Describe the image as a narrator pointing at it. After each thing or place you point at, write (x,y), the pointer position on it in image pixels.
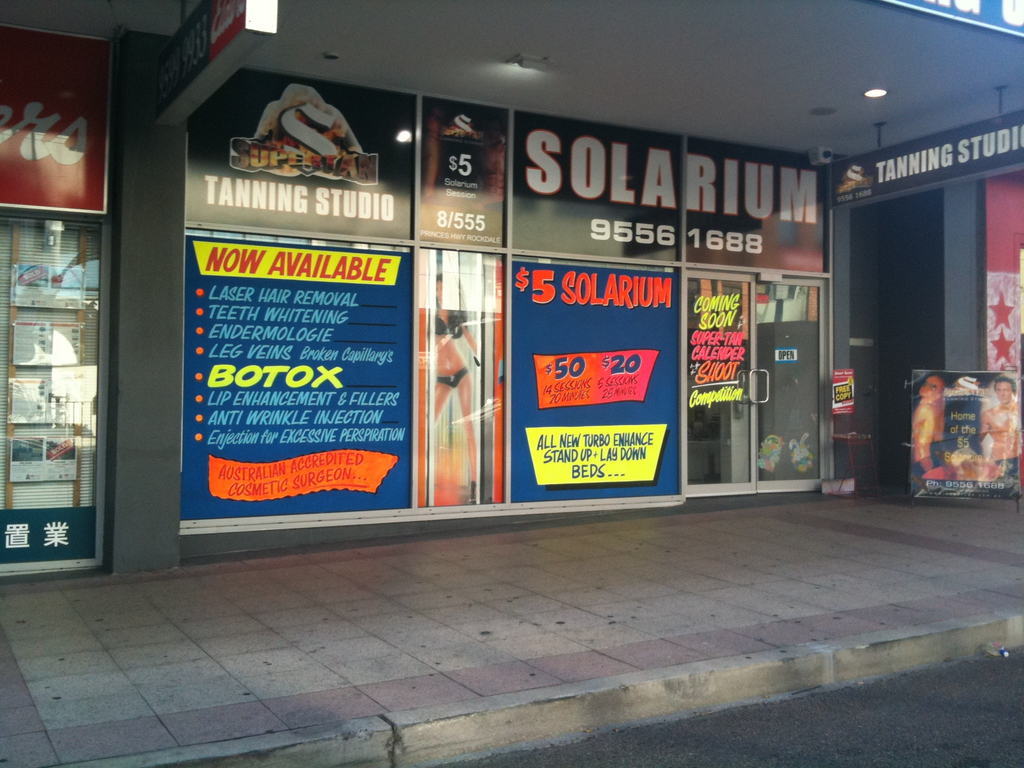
In this picture there is a building (745,411) and there are boards (53,58) on the building (587,109) and there is text (318,212) on the boards (516,323) and there is a picture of a woman (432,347) standing on the board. On the right side of the image (998,395) there is a picture (1011,389) of a man (991,448) on the board (992,425). At the top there are lights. At the bottom (56,726) there is a footpath (51,731) and there is a road (801,726). On the left side of the image (2,437) it looks like a window blind (4,404) behind the glass (6,423).
